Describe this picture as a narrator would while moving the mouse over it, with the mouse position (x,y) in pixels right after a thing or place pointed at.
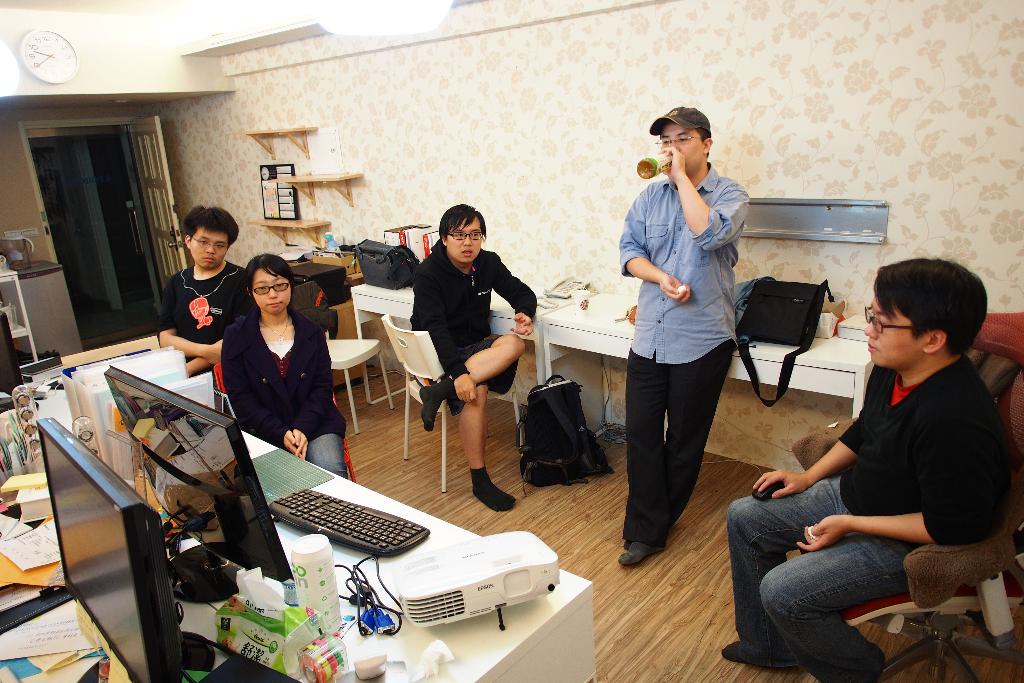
In this image two persons (198,227) are sitting on the chairs (391,326). Left side (326,515) there is a table (375,637) having two monitors (168,632), keyboard (359,505), projector (415,609), bottle (321,571), files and few objects (25,573) on it. There is a bag (596,462) on the floor (593,494). Left side (9,274) there is a rack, beside there is a shelf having few objects (267,211) on it. A frame (273,203) is on the shelf (277,220). Person (488,282) wearing a black jacket (462,325) is sitting beside a table (560,304) having a bag (405,249) and few objects (391,238) are on it. Person (674,201) wearing a blue shirt (675,222) is standing before a table (820,371) having a bag (781,314) and few objects (844,337) are on it. Right side (934,413) there is a person (952,506) sitting on the chair (973,597). He is wearing spectacles (903,326). Background (86,77) there is a wall (90,65) having a door (104,170). A clock (63,46) is attached to the wall (72,79).
